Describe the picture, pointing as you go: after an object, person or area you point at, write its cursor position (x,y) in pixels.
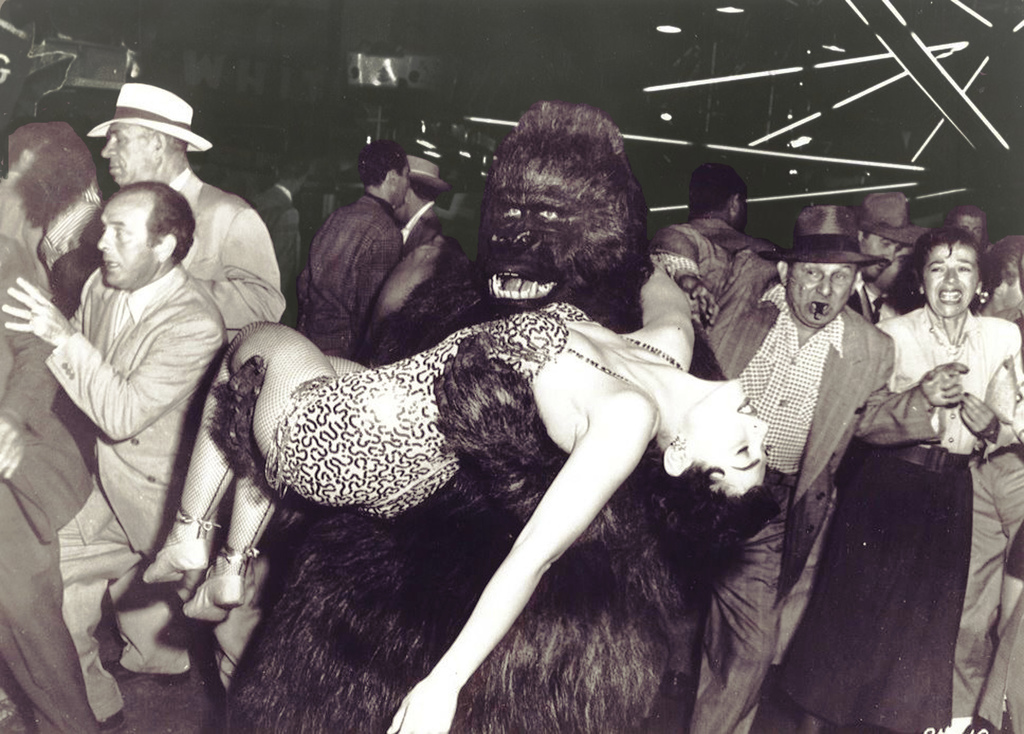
In this image I can see the group of people (13,355) with dresses (157,324) and few people (196,248) with hats (833,249). I can see one person (474,284) in an animal costume (483,402) and the person (483,548) is carrying another person (527,541). And this is an old image.
